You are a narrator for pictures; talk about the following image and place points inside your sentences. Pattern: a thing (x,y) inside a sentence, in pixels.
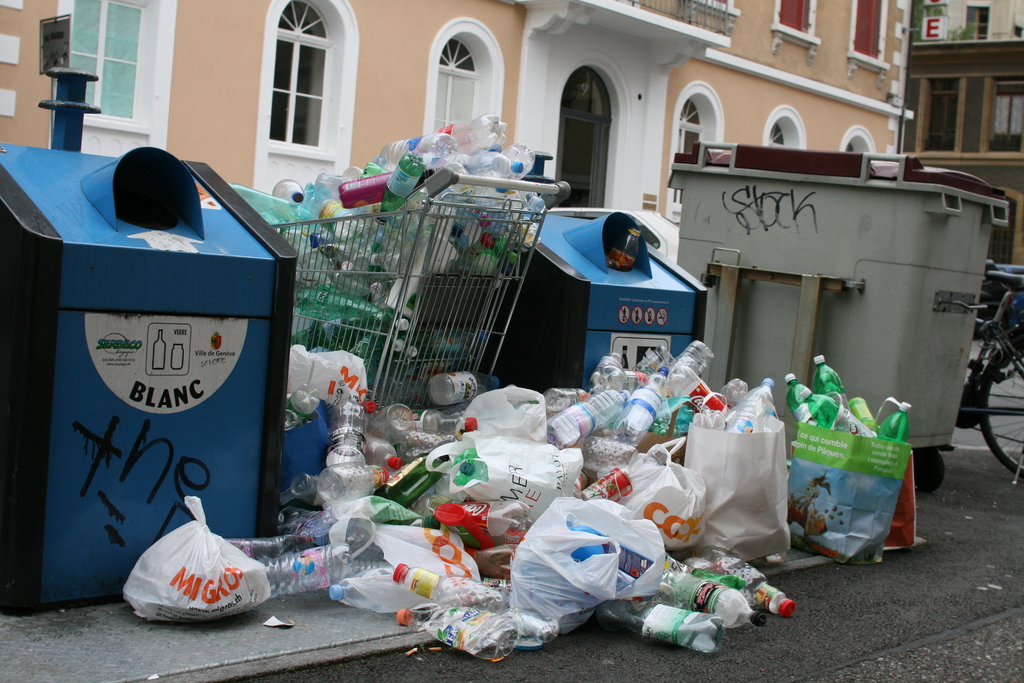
In this picture there are three dustbins (536,360) and a trolley (494,313) and there are group of plastic bottles (595,383) where few among them are placed in covers (655,471) and there is a bicycle (976,364) in the right corner (990,353) and there are buildings (803,42) in the background (767,55).
